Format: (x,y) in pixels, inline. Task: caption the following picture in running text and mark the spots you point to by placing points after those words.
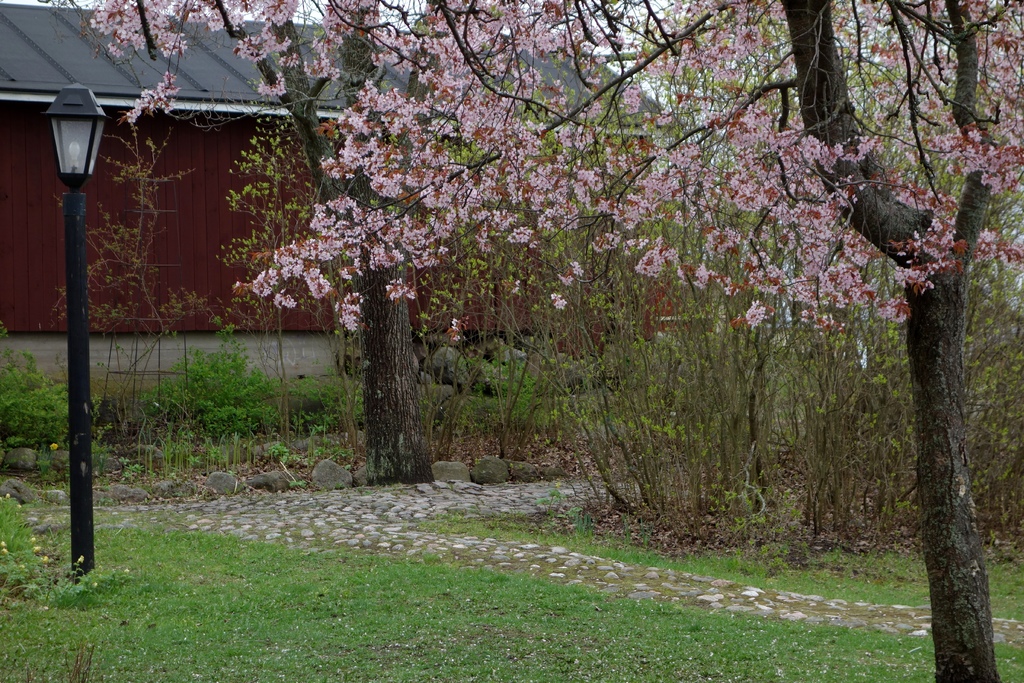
There is grassland (329,561) at the bottom side of the image (329,585) and there is a lamp pole (80,495) on the left side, there are flower trees (405,178) and a house (181,187) in the image.
